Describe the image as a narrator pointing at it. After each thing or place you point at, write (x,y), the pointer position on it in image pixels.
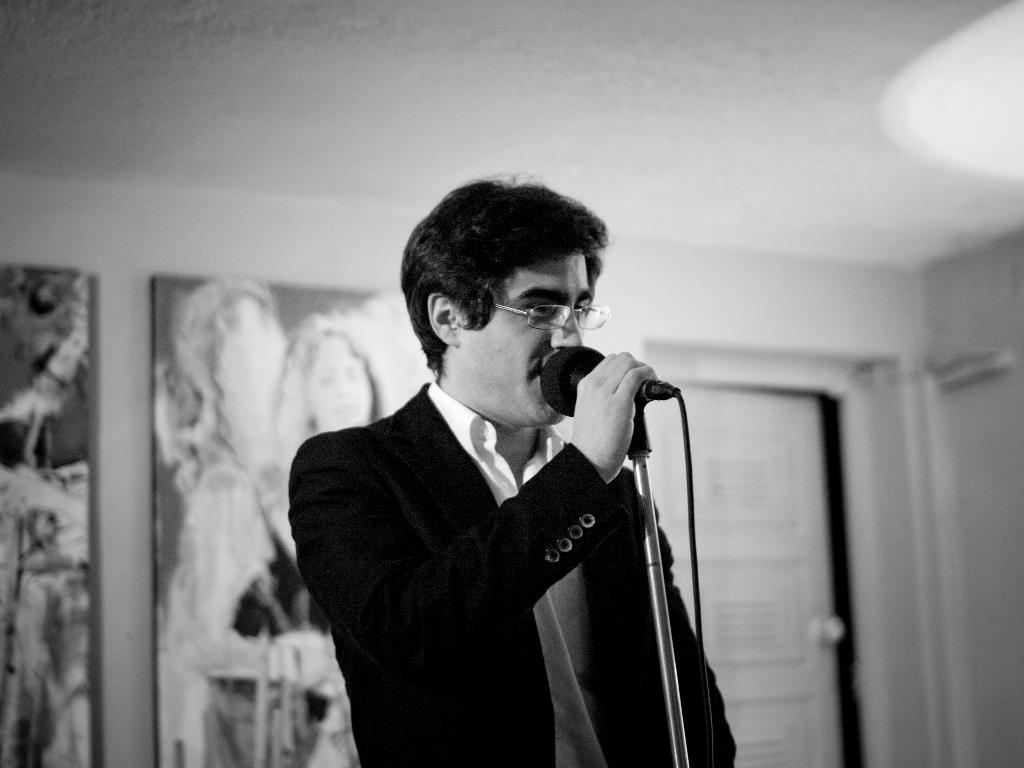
In this image, there is an inside view of a building (290,232). There is a person (500,226) at the center of this image (577,330) standing and holding a mic (553,372) with his hand (592,393). This person (536,430) is wearing clothes (428,535) and spectacles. There is wall (303,209) behind this person (477,418).
